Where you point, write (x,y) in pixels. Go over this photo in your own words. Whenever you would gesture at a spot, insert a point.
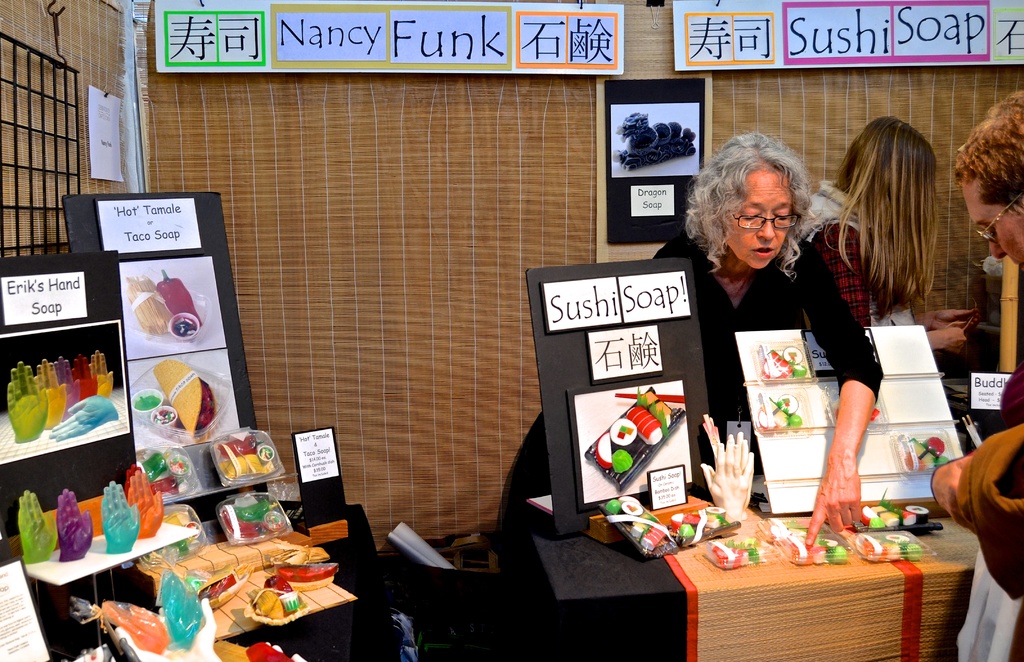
In this image we can see a woman (708,177) is explaining, and in front (652,411) here is the table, and board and some objects (759,398) on it, and at back (866,200) a person (851,219) is standing, and here is the wall (298,144).
